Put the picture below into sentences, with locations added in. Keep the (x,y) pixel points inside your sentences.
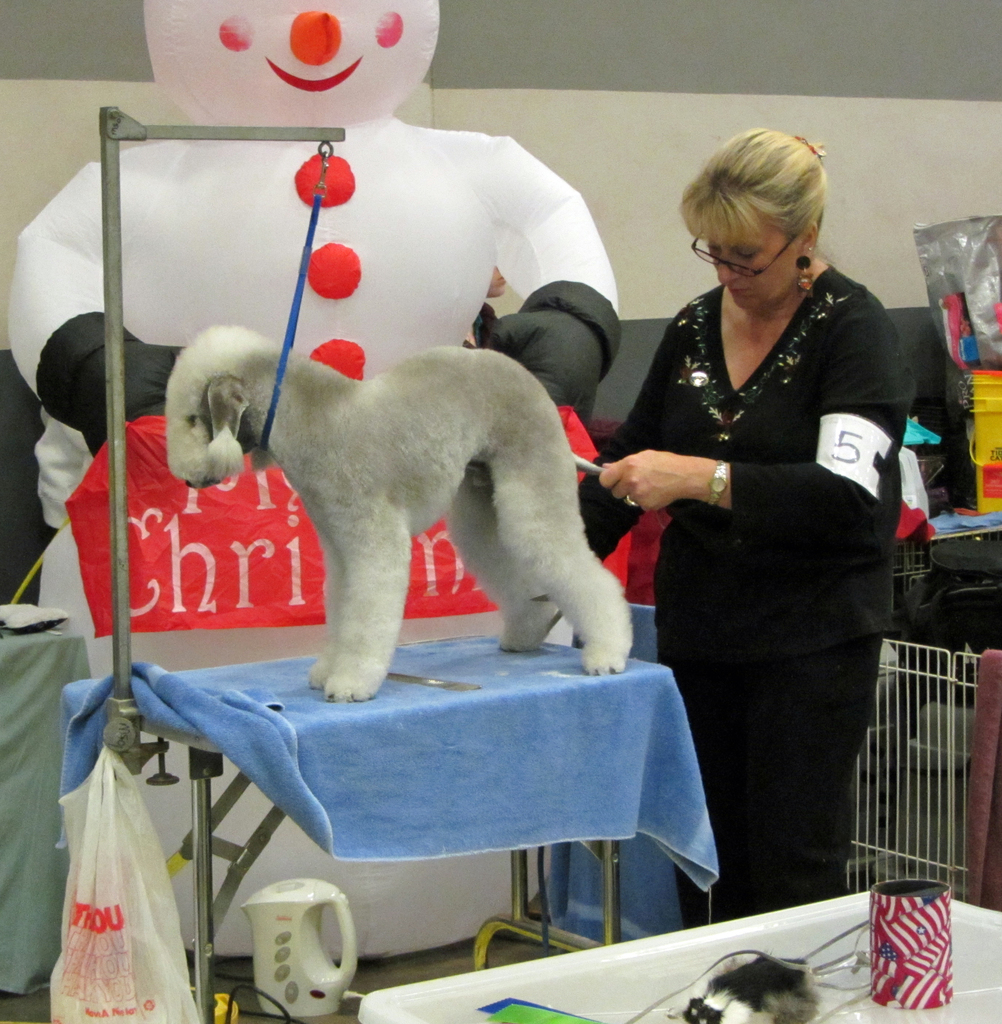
In this picture we can an animal (377,459) on the table (313,727). We can observe blue color cloth (425,784) on the table (323,706). There is a woman (678,458) wearing black color dress (751,539) and spectacles (748,268) on the right side (722,733). We can observe a cover (61,1004) hanged to this table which is in white color. In the background (247,234) we can observe a snow doll (477,276) which is in white color. Behind this doll (391,176) there's a wall (607,104).
